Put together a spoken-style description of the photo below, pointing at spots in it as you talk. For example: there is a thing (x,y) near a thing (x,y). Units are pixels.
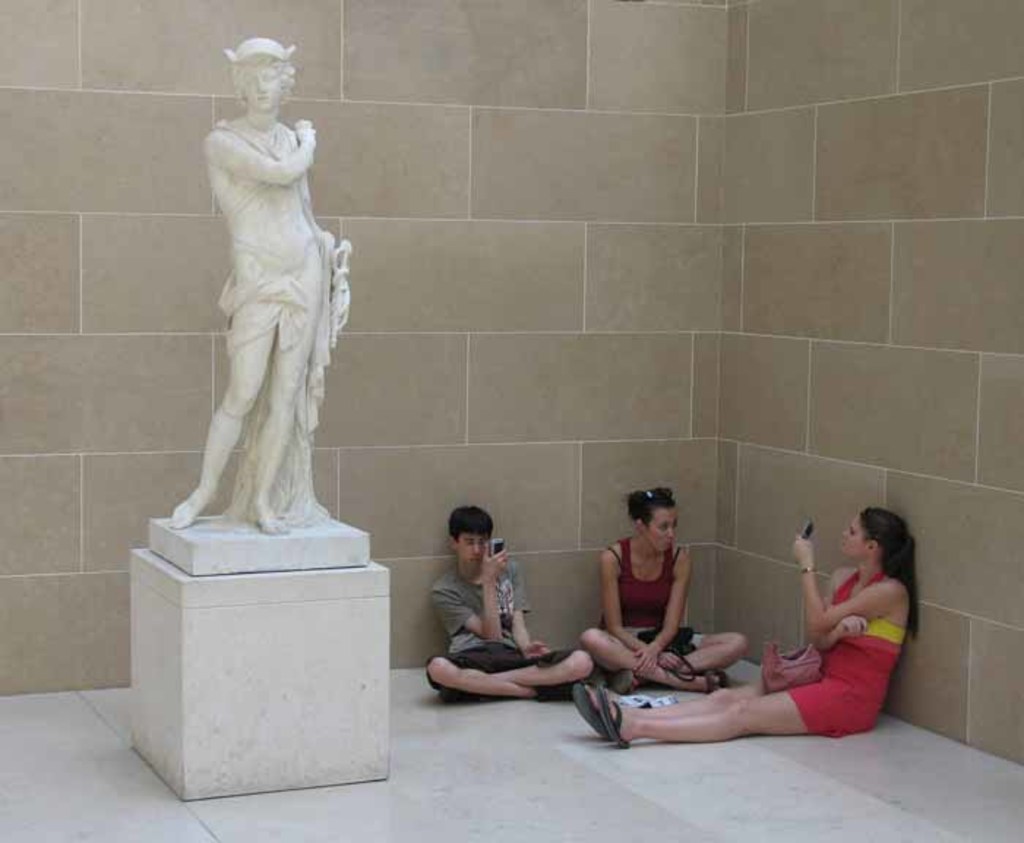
In this image there are three persons (642,645) sitting on the floor (631,769). Image also consists of a statue (333,317) and in the background (571,252) there is a wall (734,281).
